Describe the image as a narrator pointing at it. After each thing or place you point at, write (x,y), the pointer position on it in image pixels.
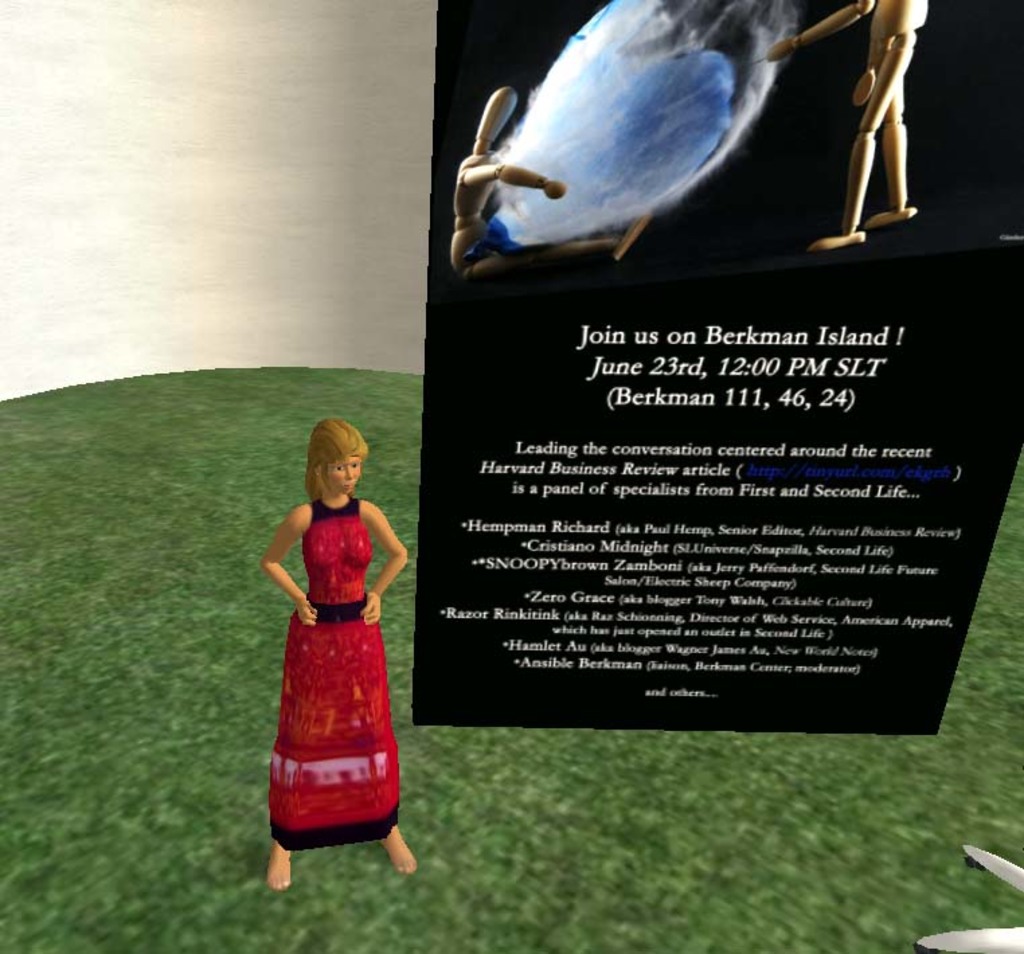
This image is an animated image. On the left (322,655) there is a woman (372,703). On the right (752,378) there is a poster (786,269) on that there is a text (748,389), toys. At the bottom (616,829) there is grass (592,872).
